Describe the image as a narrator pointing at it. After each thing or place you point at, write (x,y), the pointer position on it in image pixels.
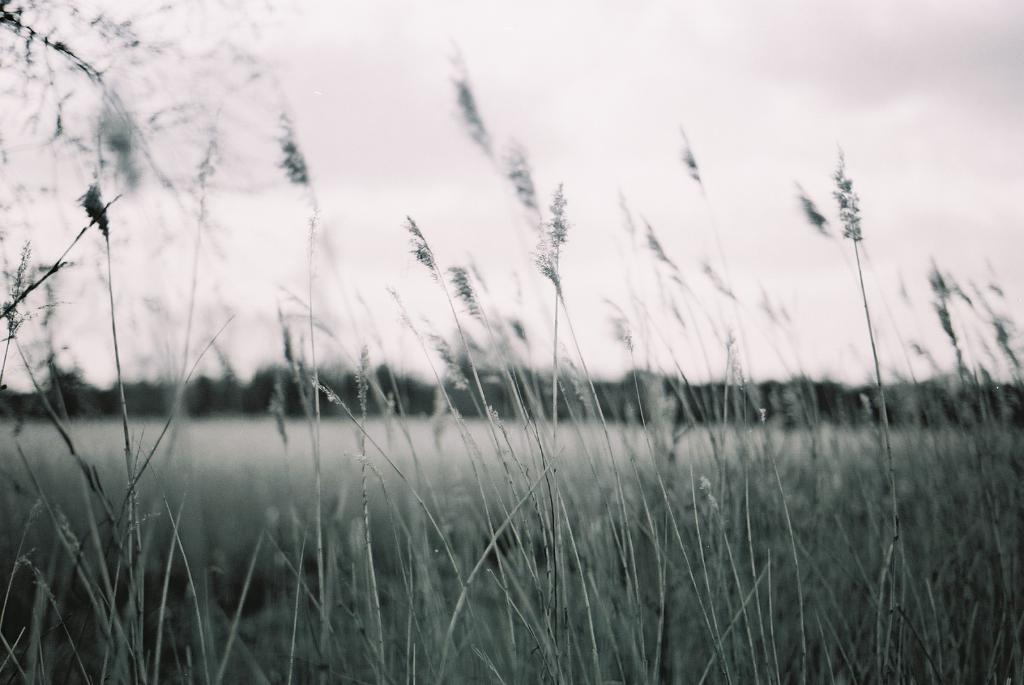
In the foreground of this image (436,571), there is grass (650,520). In the background (451,394), there are trees (243,389) and the sky (536,58).
